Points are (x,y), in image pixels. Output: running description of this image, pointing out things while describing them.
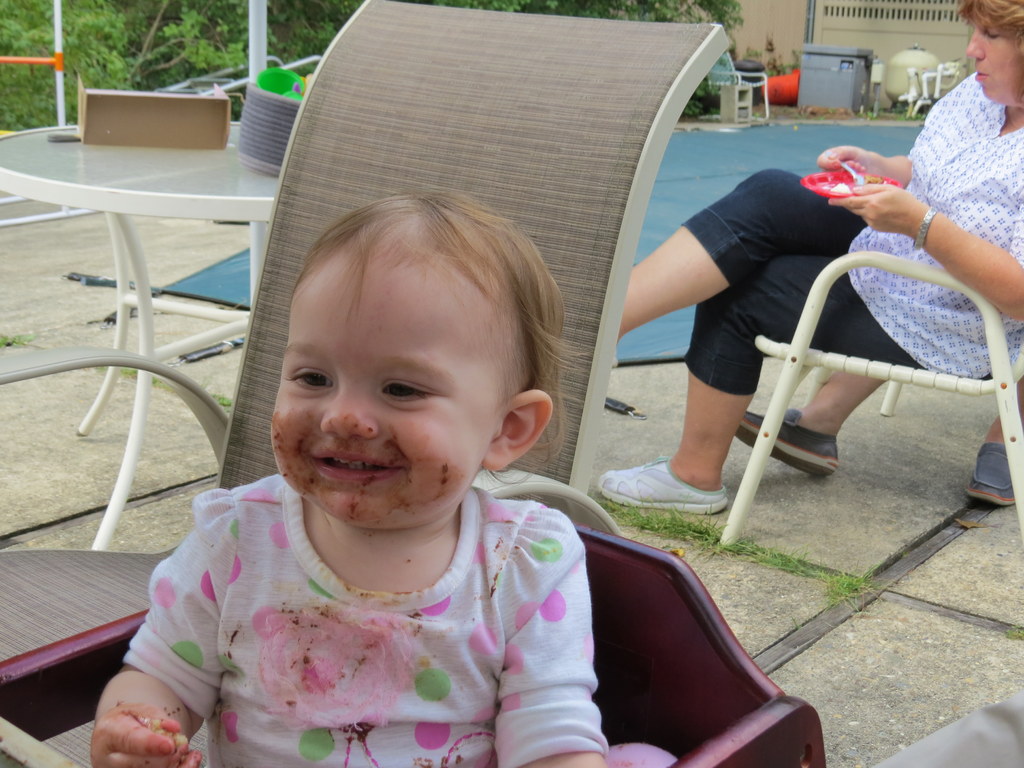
this picture shows a baby (215,722) seated on the chair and we see woman (873,192) holding a plate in her hand (854,201) and taking some food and we see couple of trees (136,60).
